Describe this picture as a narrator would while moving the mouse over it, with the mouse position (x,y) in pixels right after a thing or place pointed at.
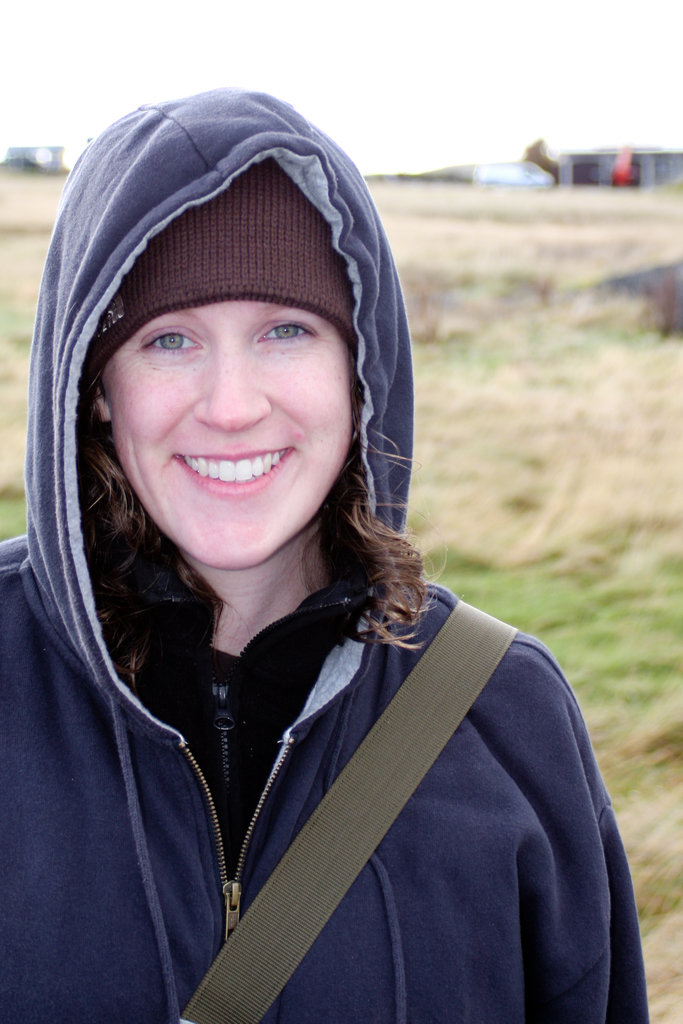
In this picture I can see a woman (35,603) standing with a smile on her face (246,487) and she is wearing a cap (176,260). I can see few houses (581,157) in the back (584,166) and grass (517,385) on the ground (446,343). I can see a cloudy sky (430,74).
